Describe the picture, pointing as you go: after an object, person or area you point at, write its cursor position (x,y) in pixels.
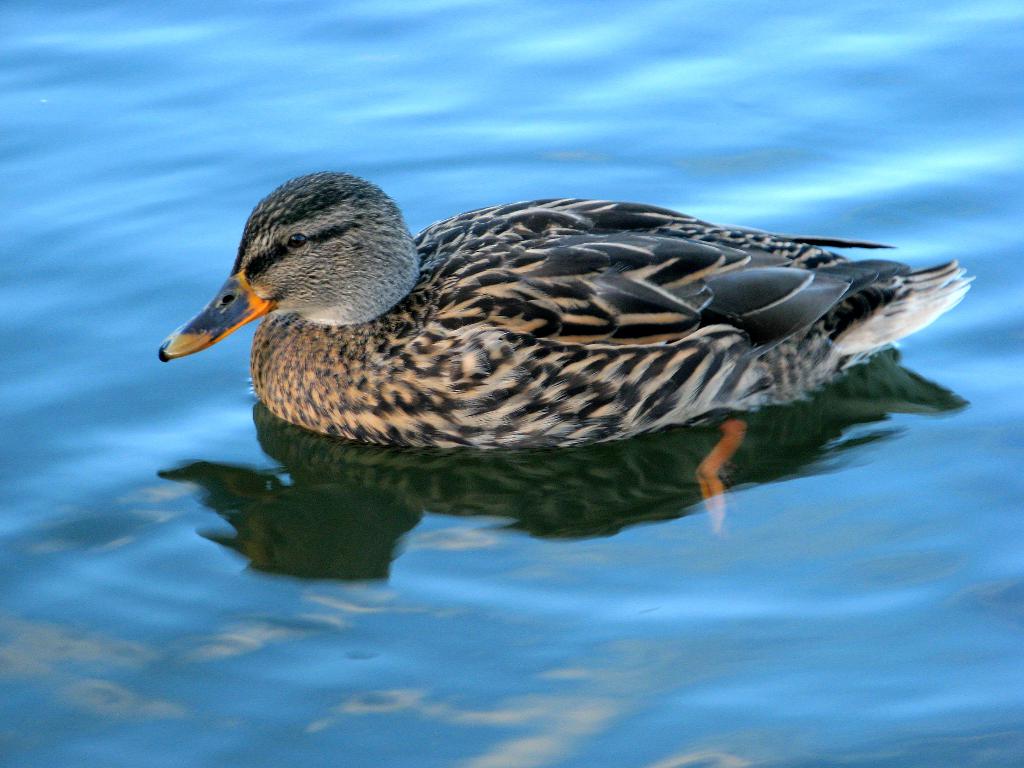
In this image there is water (477,649) truncated, there is a duck (645,328) in the water (728,520).
